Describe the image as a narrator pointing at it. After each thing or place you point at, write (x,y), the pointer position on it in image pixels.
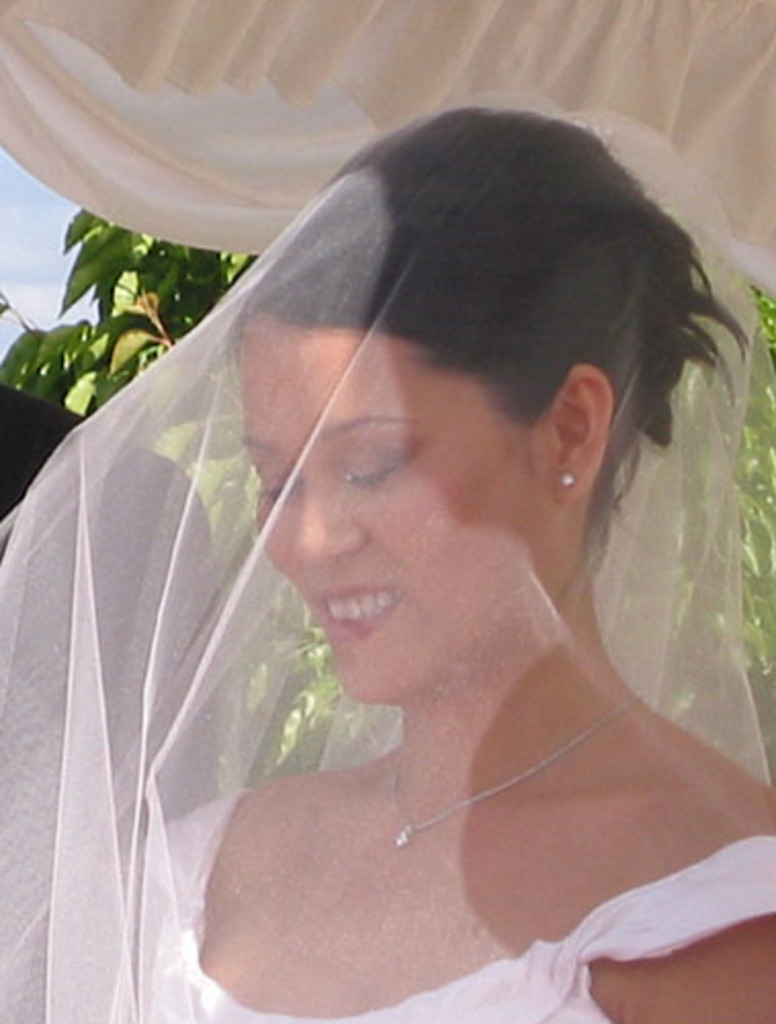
In this image we can see a lady (307,353). And the lady (405,641) is covered by a net (325,720). At the top (145,140) there is a cloth (195,243). In the back (181,279) there are branches (151,309) with leaves (134,321). Also there is sky (39,210).
